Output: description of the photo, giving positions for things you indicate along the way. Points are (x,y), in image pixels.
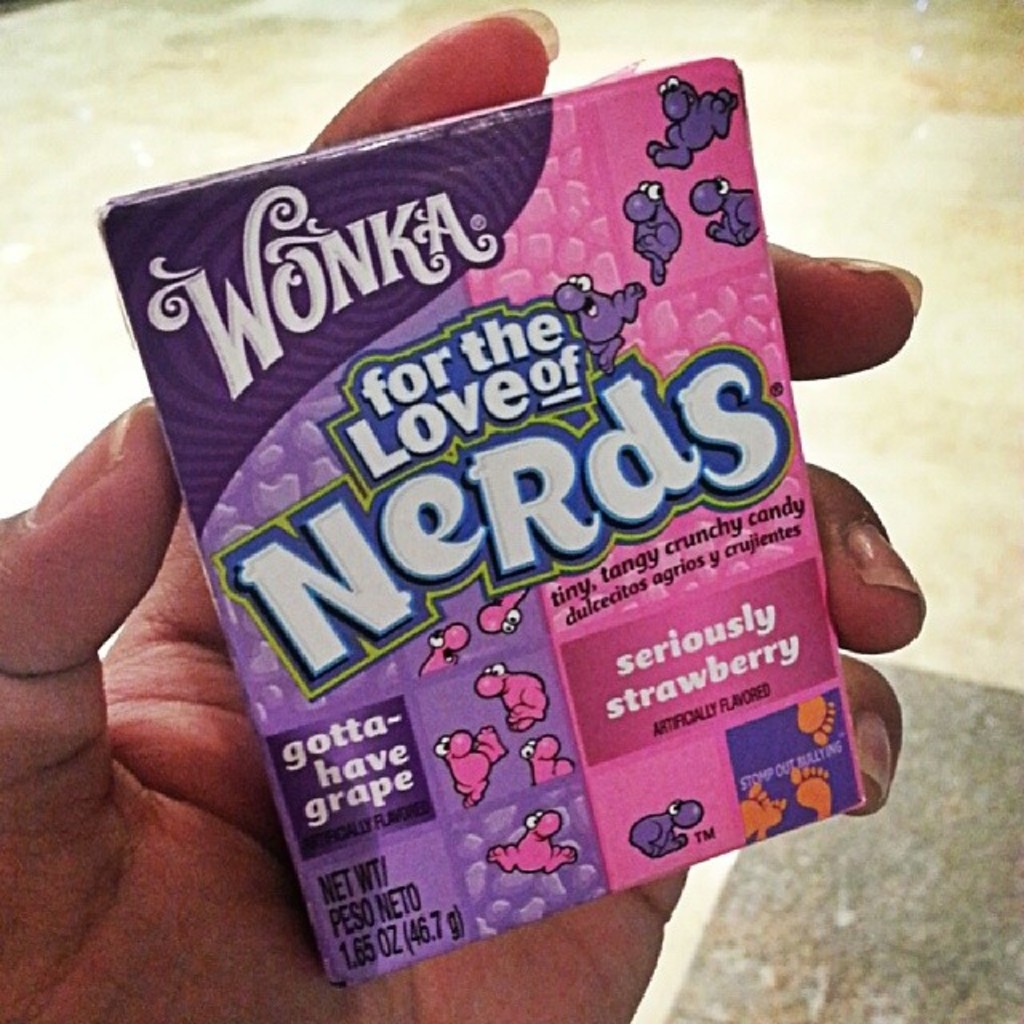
In the center of the image (548,580) we can see one human hand (246,879) holding one object (307,454). On the object (375,563), we can see some text (417,536). In the background (270,101) we can see the floor (49,184).
